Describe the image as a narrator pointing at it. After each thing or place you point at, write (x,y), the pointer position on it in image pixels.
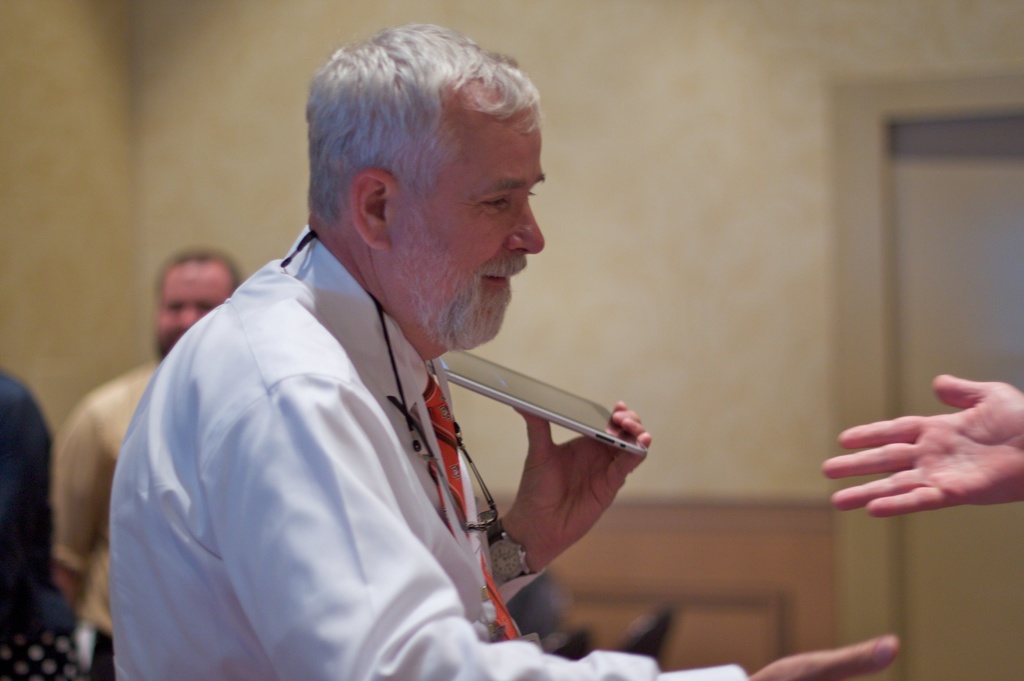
On the left side (284,551), there is a person (299,513) in a white color shirt (282,454), holding a tab (520,395) with a hand (619,414), smiling and stretching other hand (859,653). On the right side (1011,466), there is a person (964,489) stretching his hand (864,437). In the background (203,269), there are two persons (18,623), there is a door (961,293) and a wall (669,55).
